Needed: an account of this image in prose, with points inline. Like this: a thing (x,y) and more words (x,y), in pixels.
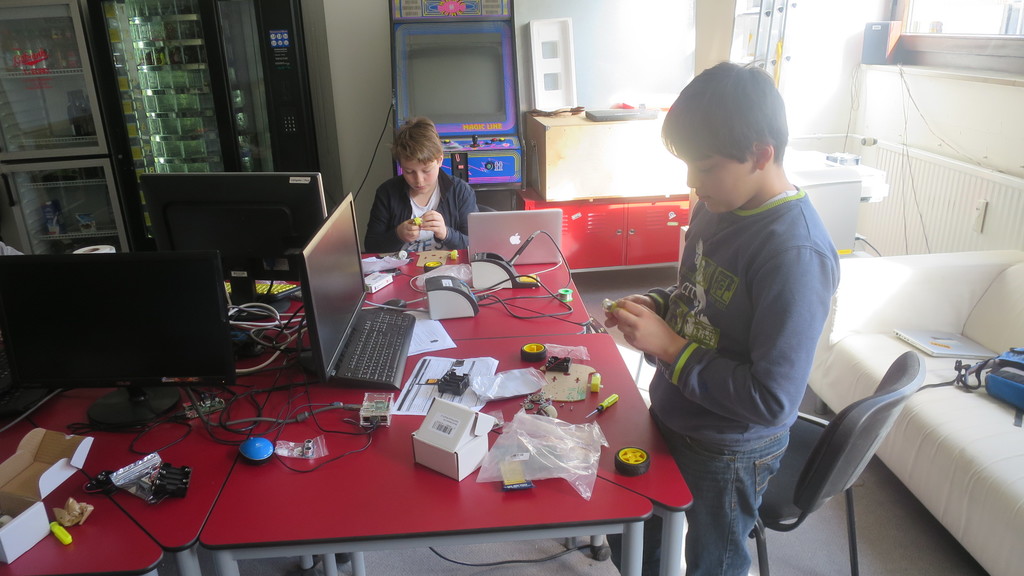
In this picture we can see two boys (691,237) one is standing and other is sitting and in front of them we can see table (329,388) and on table (269,511) we have boxes (16,490), wires (258,424), laptop (328,329), paper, cover (545,434), wheel (637,468), screw driver (588,412), device (491,283) beside to them we have sofa (897,292), cupboards (635,222), wall (969,98).
